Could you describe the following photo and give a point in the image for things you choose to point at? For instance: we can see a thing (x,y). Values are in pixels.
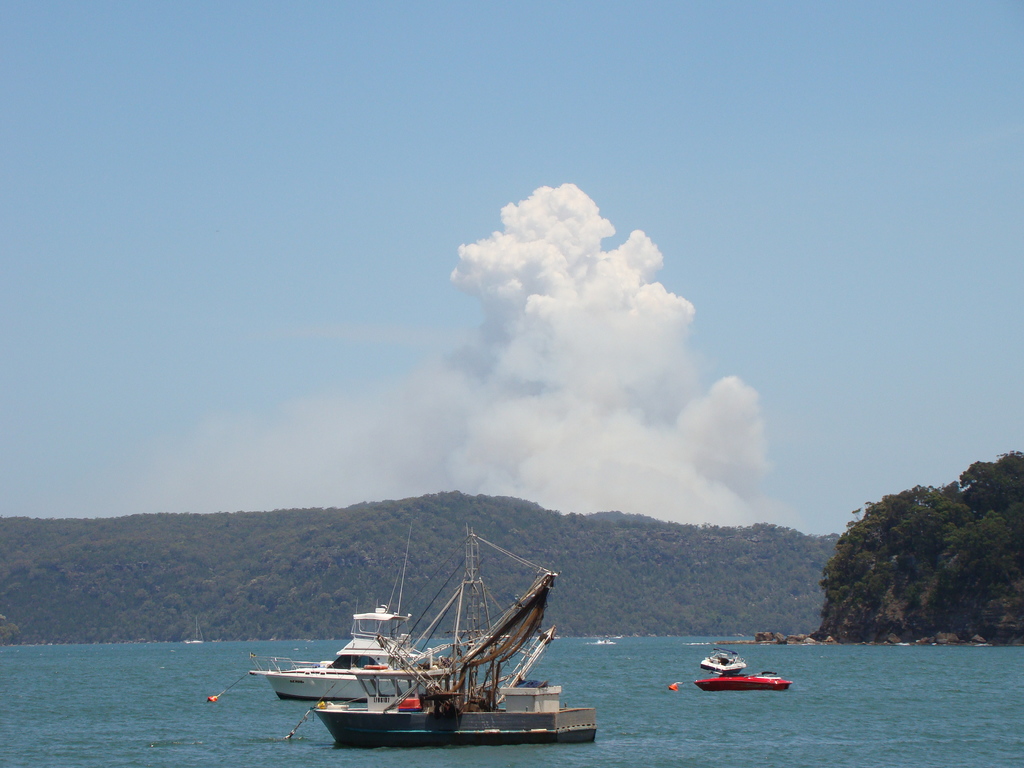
In this picture we can see few ships (486,674) and boats (729,674) in water (373,752). We can see some greenery (822,561) in the background (220,536). Sky (585,400) is blue in color and cloudy.
